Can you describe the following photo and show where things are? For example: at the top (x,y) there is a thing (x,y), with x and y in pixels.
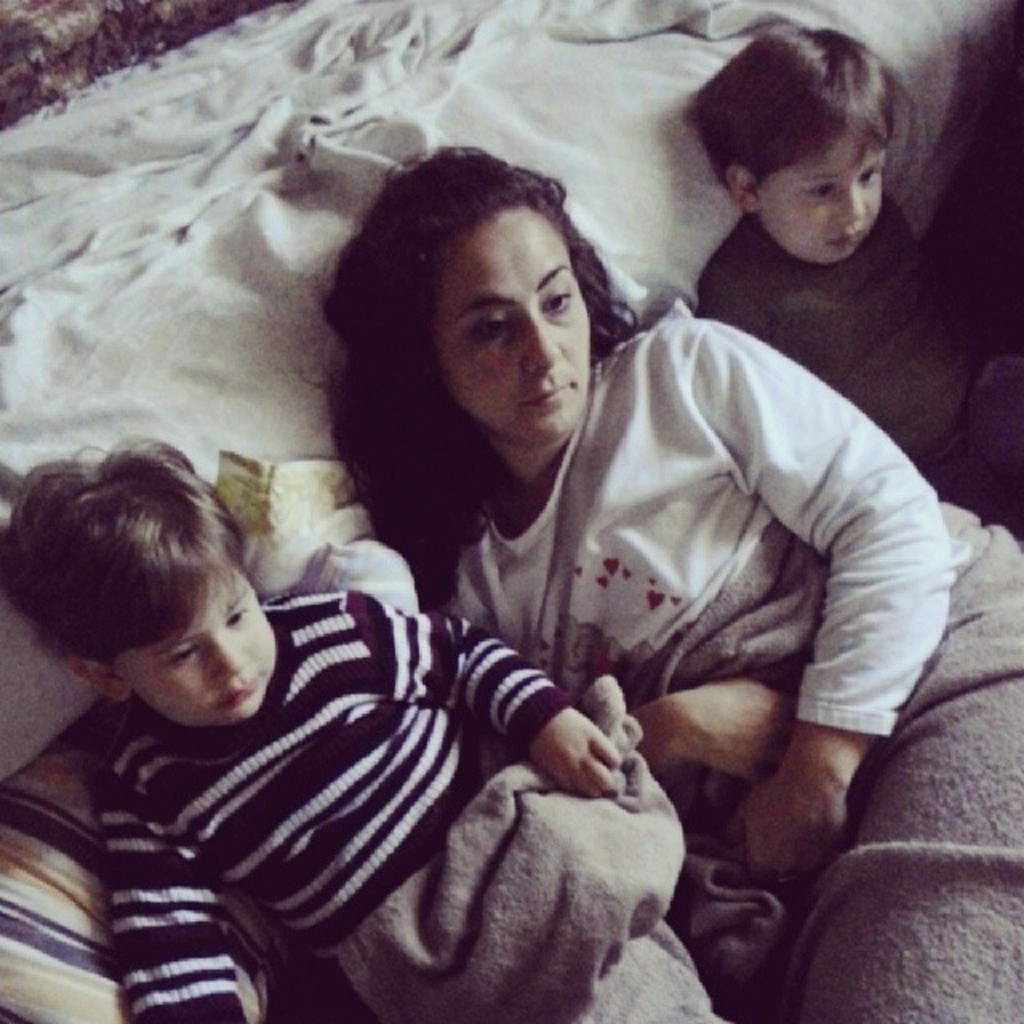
In this picture there is a bed (714,235), on the bed (131,219) there is a woman (618,660) and two kids (299,757) lying. At the bottom (854,872) there is a blanket (718,799). On the left (40,907) there is a pillow (71,903).
